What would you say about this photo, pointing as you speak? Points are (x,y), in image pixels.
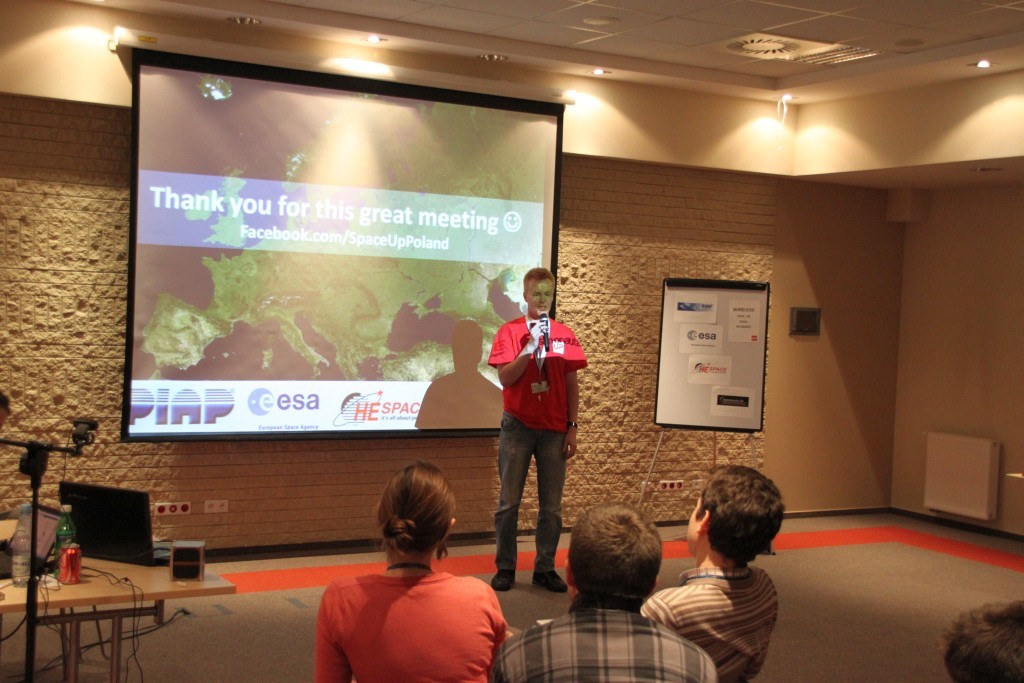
In this image we can see three persons (616,648) in the foreground (496,615). On the left side of the image (149,525) we can see a laptop (92,511), bottle (73,523) and tin (72,577) on the table (68,595). In the background of the image (544,426) we can see a man (533,352) standing while holding a mic (545,350) in his hands (541,325), projector screen (447,312), board (673,318) and a wall (644,228).
